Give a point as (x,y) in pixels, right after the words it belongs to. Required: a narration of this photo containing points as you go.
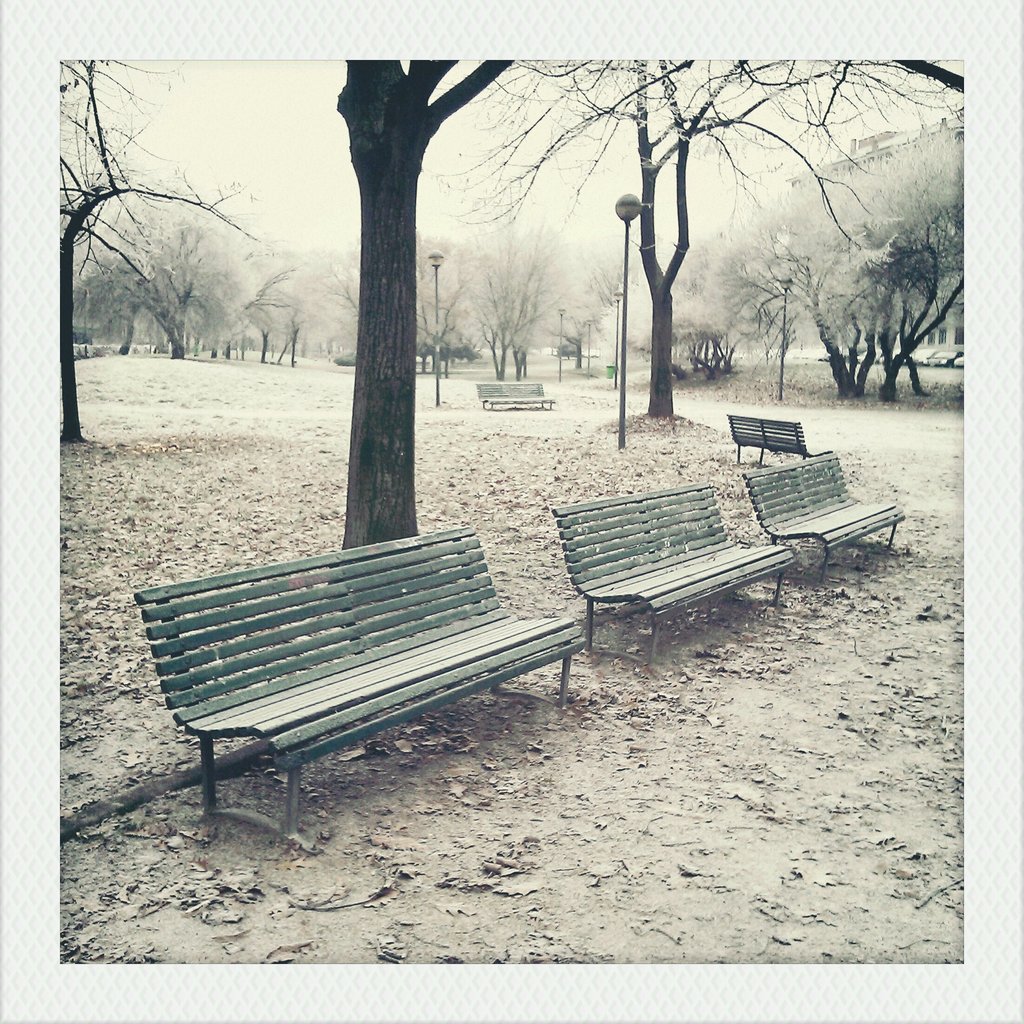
In this picture there are benches (561,646) in the center of the image (622,590) and there are trees (407,229) in the background area of the image (99,177).
